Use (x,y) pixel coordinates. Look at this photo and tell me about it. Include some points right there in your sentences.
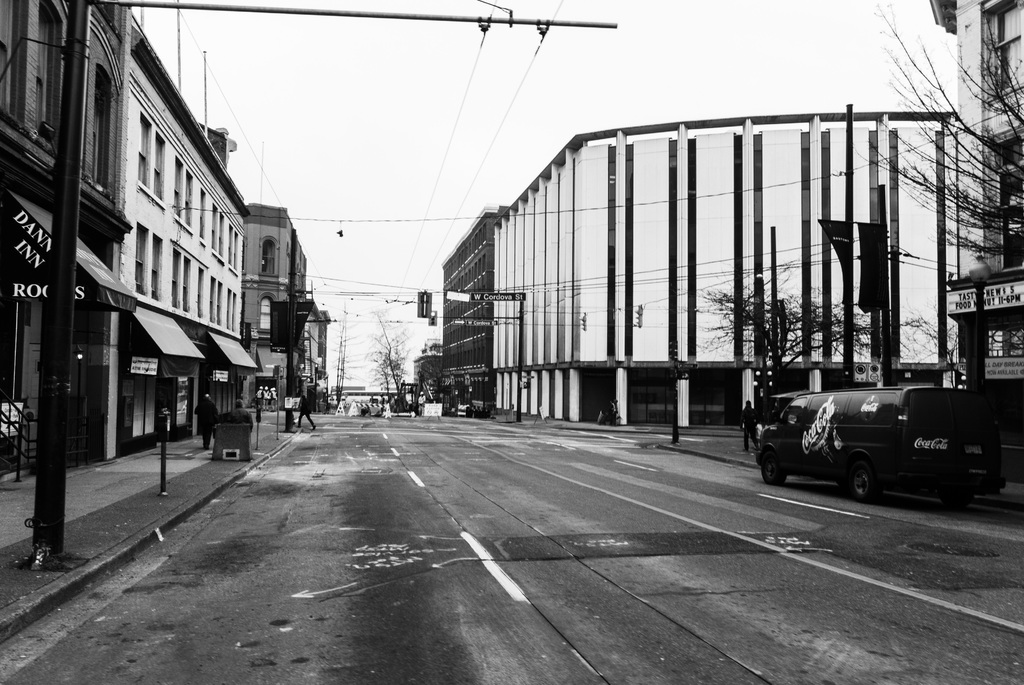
It is a black and white image. In this image there are buildings (33,113), poles (521,362), trees (836,320), people (298,408), vehicle (826,422), sky (344,126), boards (1002,359) and objects (248,444). Something is written on the boards (990,299).
